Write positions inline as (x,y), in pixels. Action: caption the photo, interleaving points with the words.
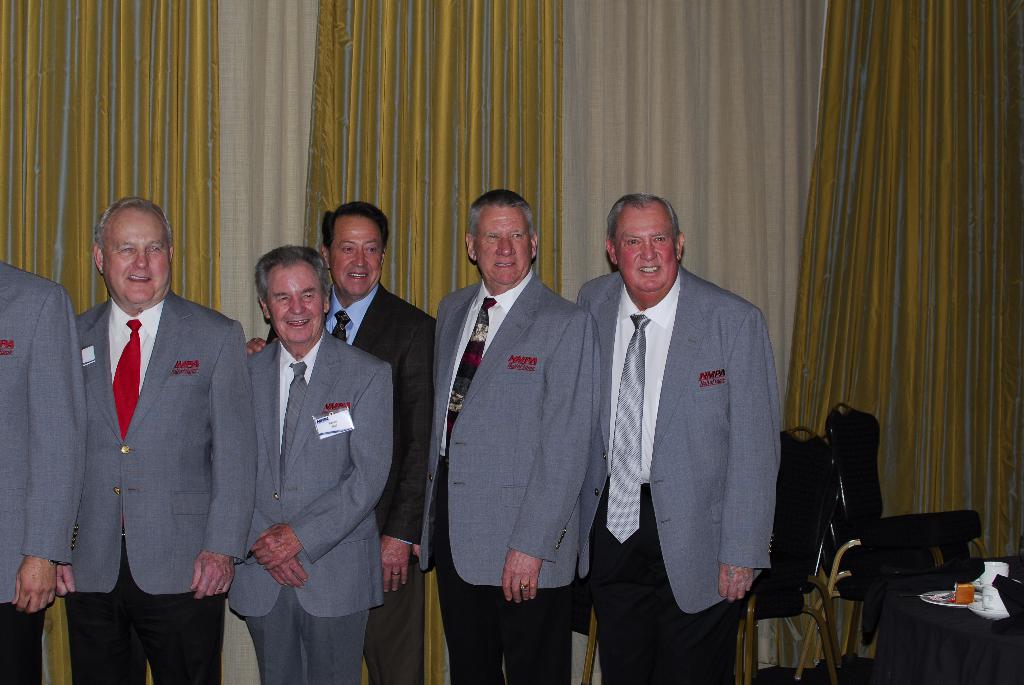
In this image we can see few people (451,429) standing, there are few chairs (862,539), a table (926,620) covered with cloth (932,635) and few objects (1021,603) on the table (971,580) and curtains (851,208) in the background (688,85).
